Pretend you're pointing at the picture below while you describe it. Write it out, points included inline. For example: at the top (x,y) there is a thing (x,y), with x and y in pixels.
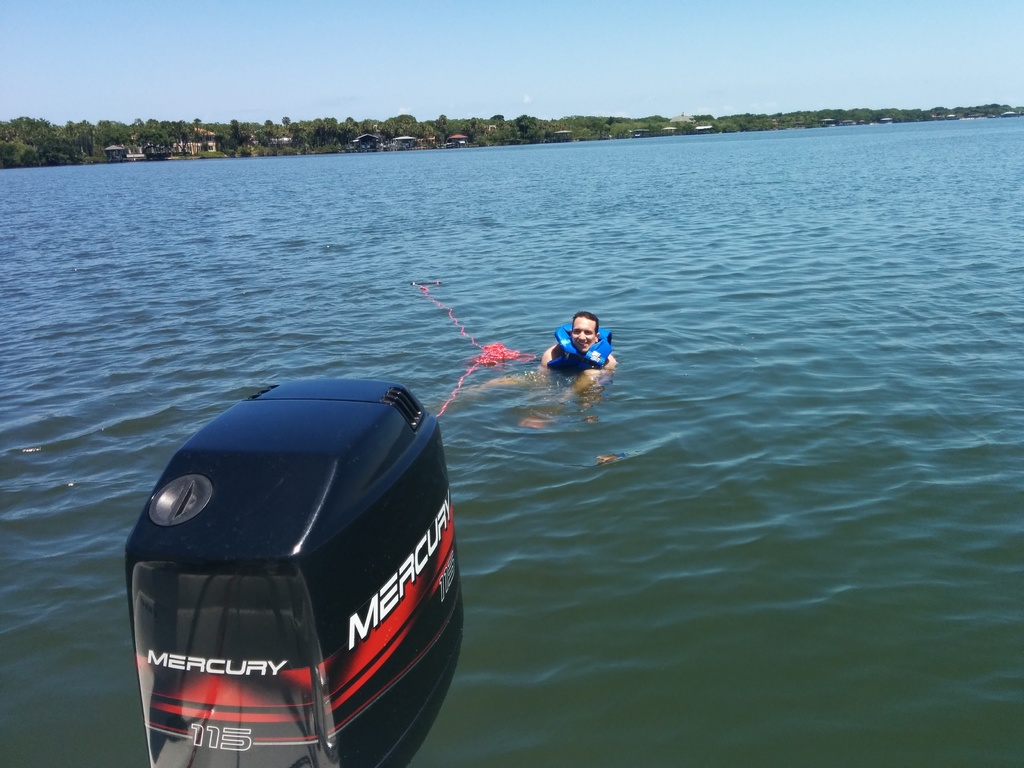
In this image we can see one man (595,346) and wearing an object (574,345), we can see the water (527,226), there are trees (39,129), houses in the background (24,129), at the top (959,101) we can see the sky (916,103), at the bottom (287,641) we can see an object (222,412).
